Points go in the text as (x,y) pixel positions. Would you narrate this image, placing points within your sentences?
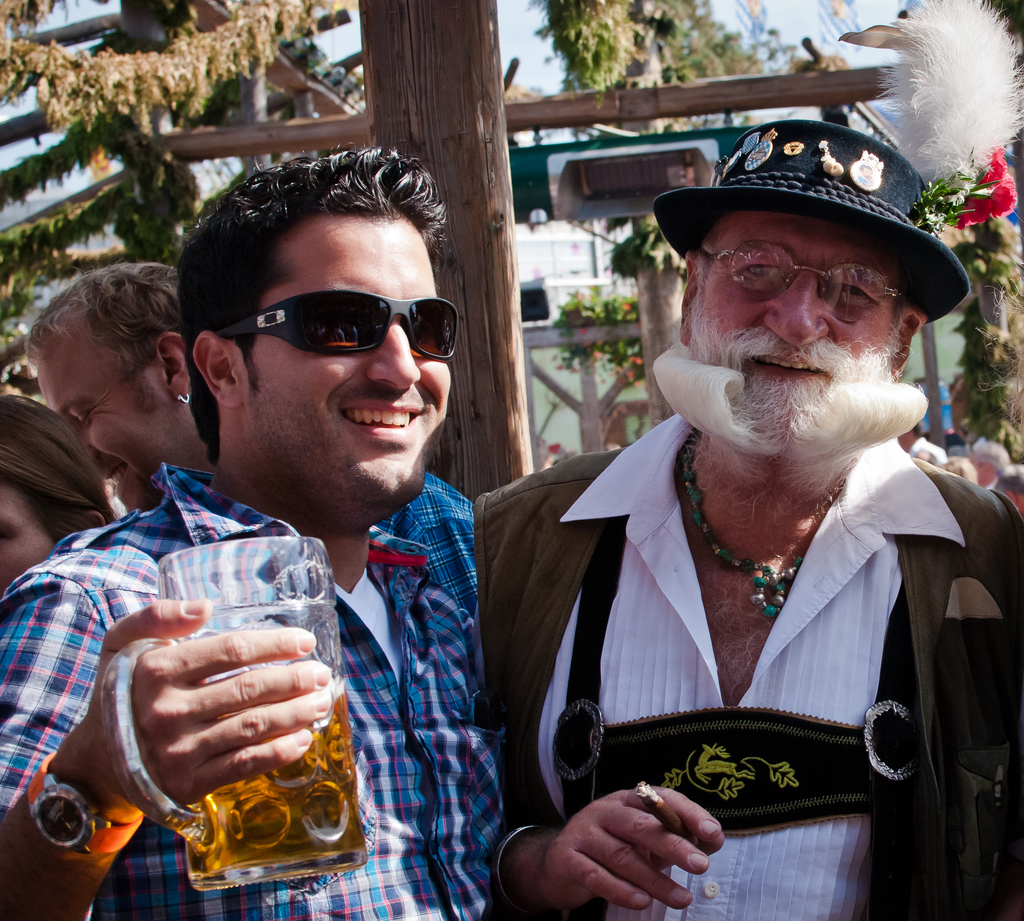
In this image I can see four people (362,368). Among them one person (394,561) is wearing the blue shirt (451,637) and he is holding the beer mug (202,551). Beside him there is another person (691,601) wearing the hat (722,208) and he is holding the cigar (654,803). In the back (576,253) there are trees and the building (552,276).
